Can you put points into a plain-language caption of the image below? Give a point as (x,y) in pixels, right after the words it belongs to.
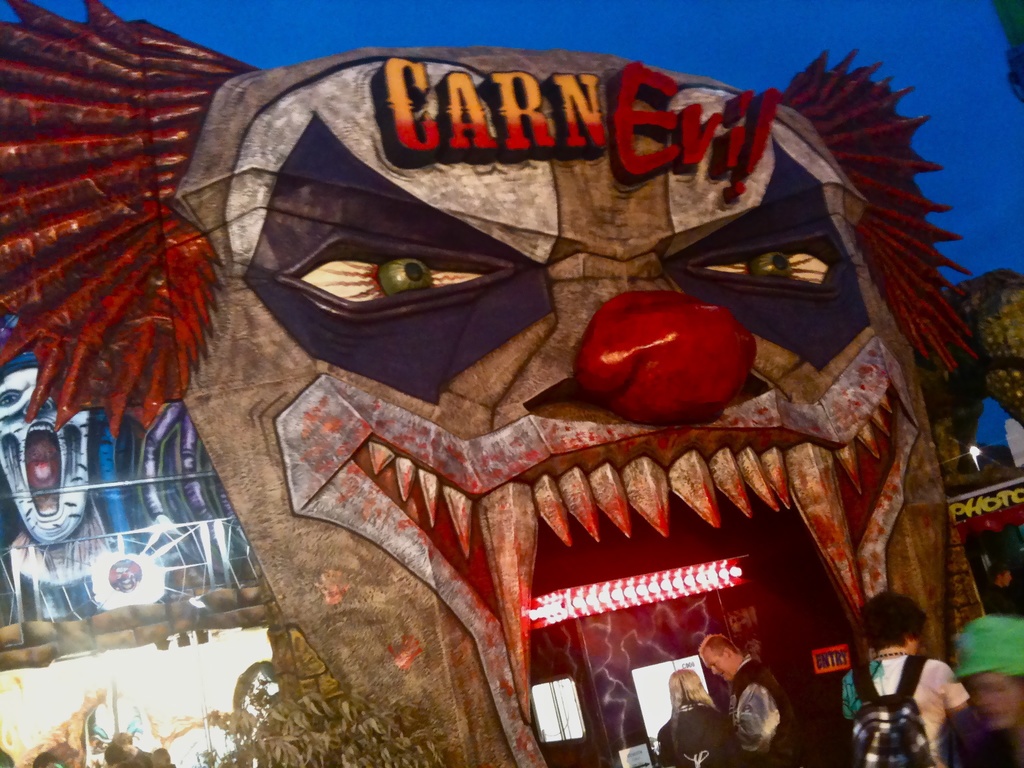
In the center of the image (487,360) there is a illustration (585,482). There are people (775,683). At the bottom of the image (283,763) there are plants (283,763).
